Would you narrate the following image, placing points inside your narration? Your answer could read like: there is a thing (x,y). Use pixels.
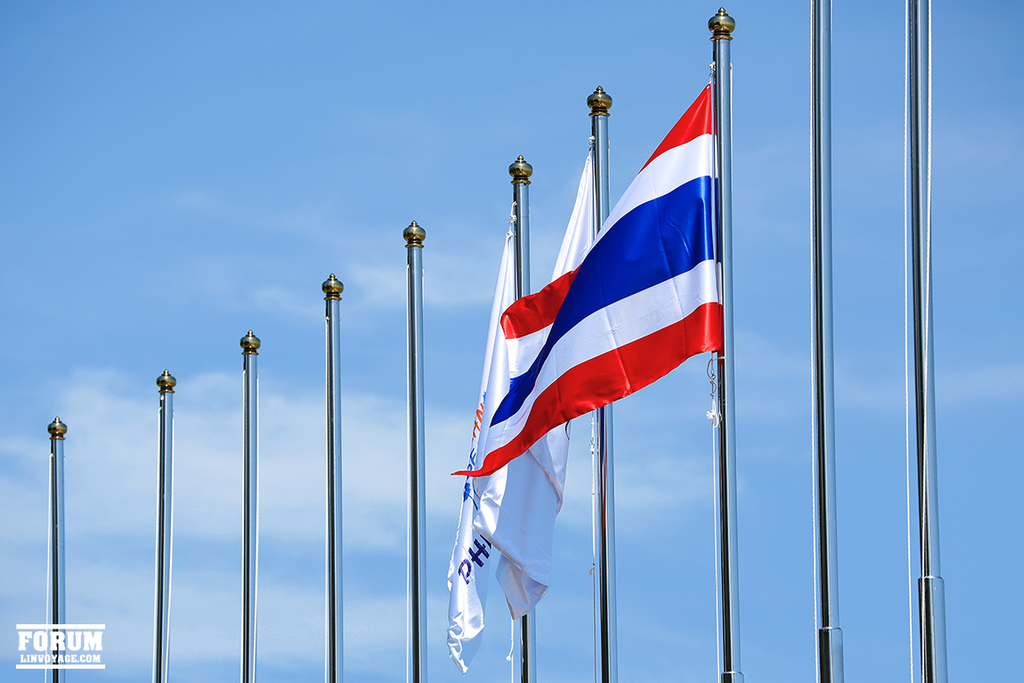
This image is taken outdoors. In the background (293,247) there is the sky (131,375) with clouds (125,416). In the middle of the image (418,239) there are many flag poles (257,593) and there are three flags (605,352).
